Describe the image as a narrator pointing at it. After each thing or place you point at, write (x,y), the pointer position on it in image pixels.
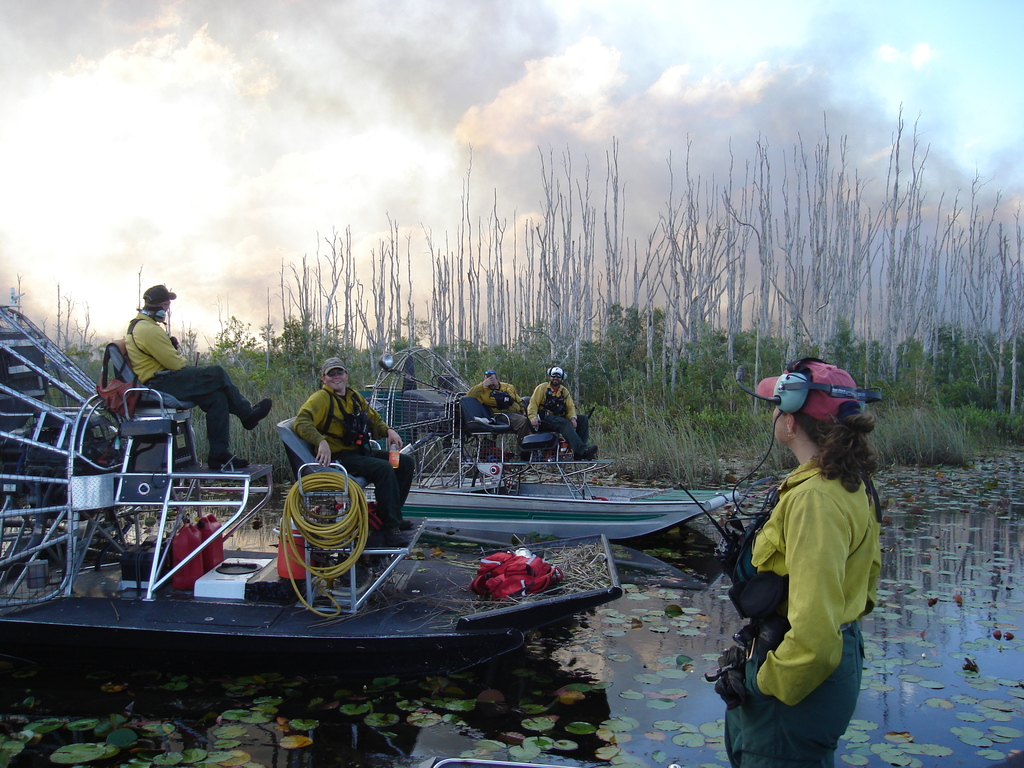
On the left side of this image (216,605) there are boats (221,606) on the water (598,707). On the boats (494,418) I can see four people (182,360) are sitting and there are some metal stands (58,520), ropes (295,506), bags (497,577) and some more objects (196,530) are placed. On the right side (802,515) I can see another person (782,619) standing and looking at these people (329,428). In the background (558,332) there are some trees (716,292). On the top of the image (350,53) I can see the sky (137,119).
